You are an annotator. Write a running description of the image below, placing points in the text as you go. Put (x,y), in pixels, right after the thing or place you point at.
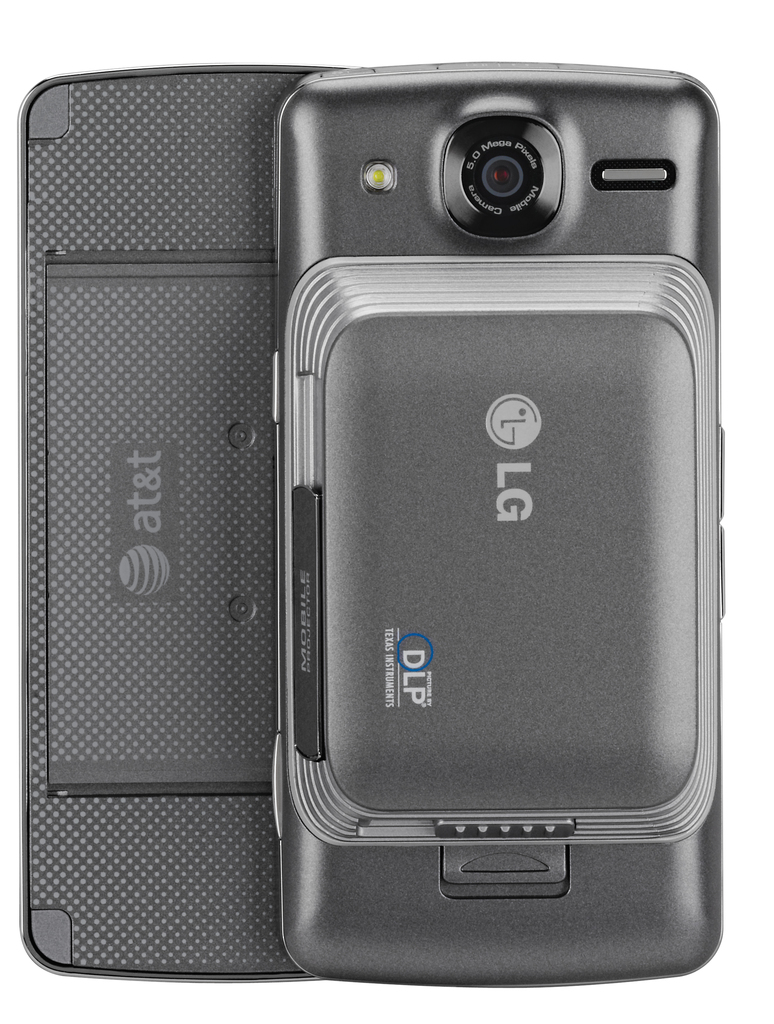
In this image we can see a cell phone (373,785) which is placed on the surface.
